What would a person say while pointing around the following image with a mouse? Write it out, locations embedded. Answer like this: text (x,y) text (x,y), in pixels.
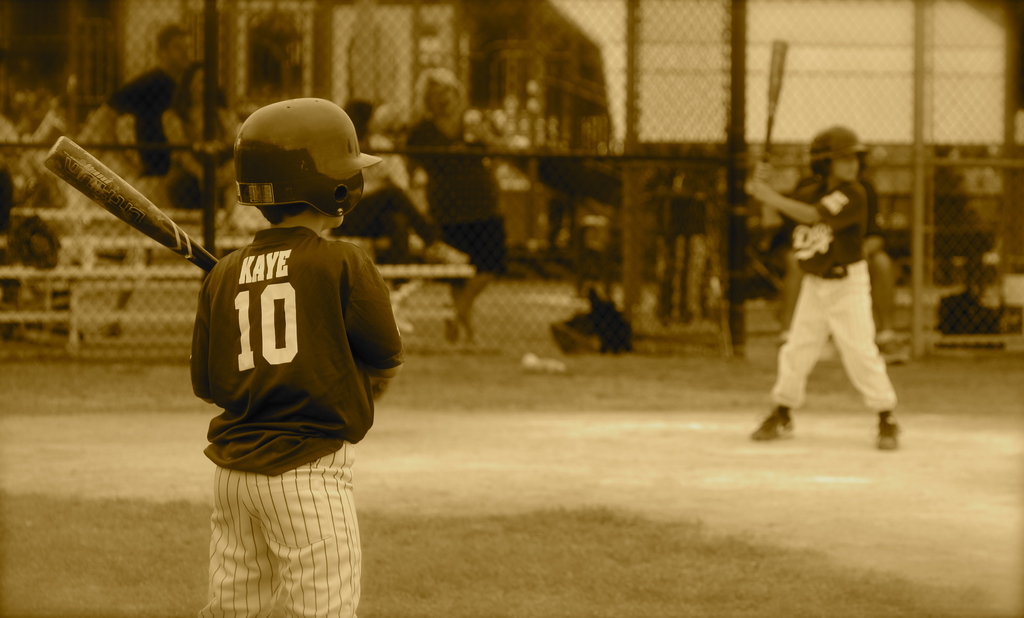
In this image in the front (245,328) there is a person (297,384) standing and holding a baseball bat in his hand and wearing a helmet (291,171). In the background (840,243) there is a person (839,256) standing and playing and there is a fence (547,229) and behind the fence (552,248), there are persons (142,114) sitting and standing.
